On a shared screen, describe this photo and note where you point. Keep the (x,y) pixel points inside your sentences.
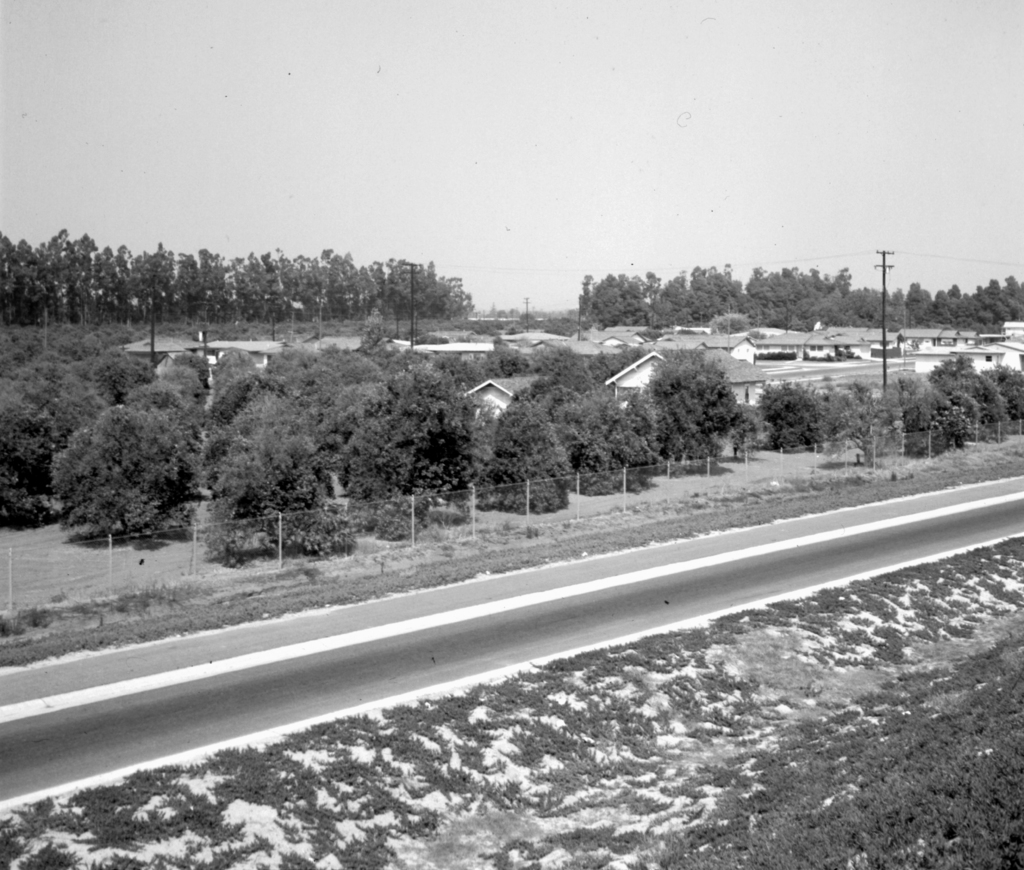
It is a black and white image. In this picture, we can see trees (334,465), poles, houses (987,353), rods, plants (1001,728), grass (989,806), soil (759,629) and road (378,703). Top of the image (461,160), we can see the sky (402,175).
